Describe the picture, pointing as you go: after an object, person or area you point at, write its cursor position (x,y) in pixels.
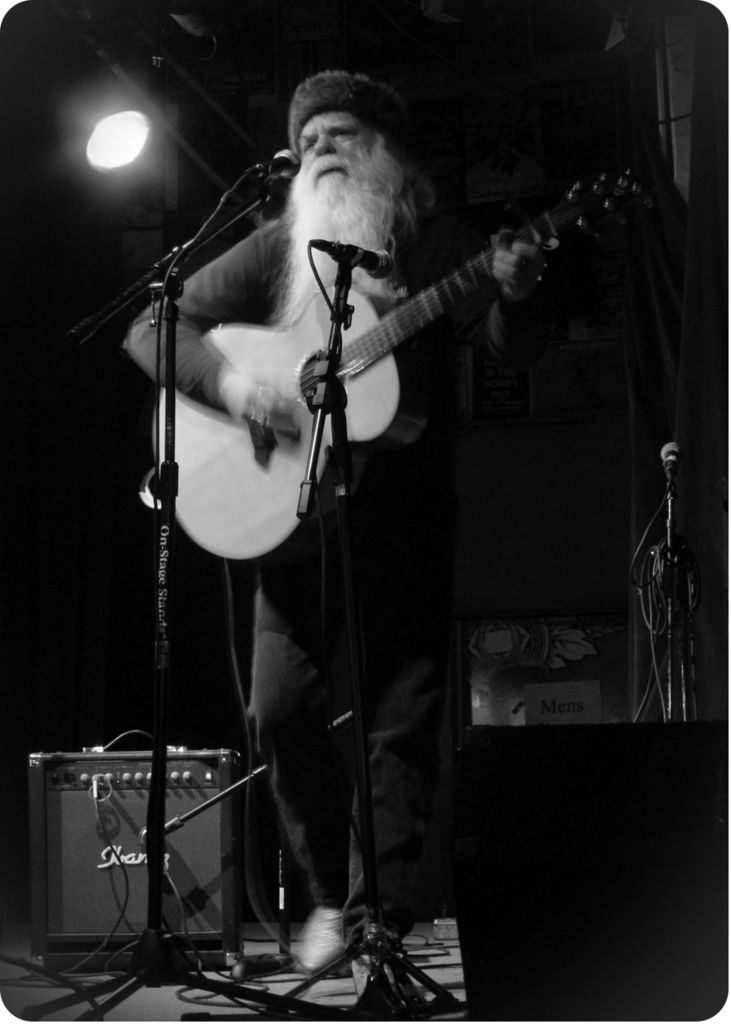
As we can see in the image there is a light (127,146), three mics (178,266) and a man (417,256) holding guitar (309,437).
